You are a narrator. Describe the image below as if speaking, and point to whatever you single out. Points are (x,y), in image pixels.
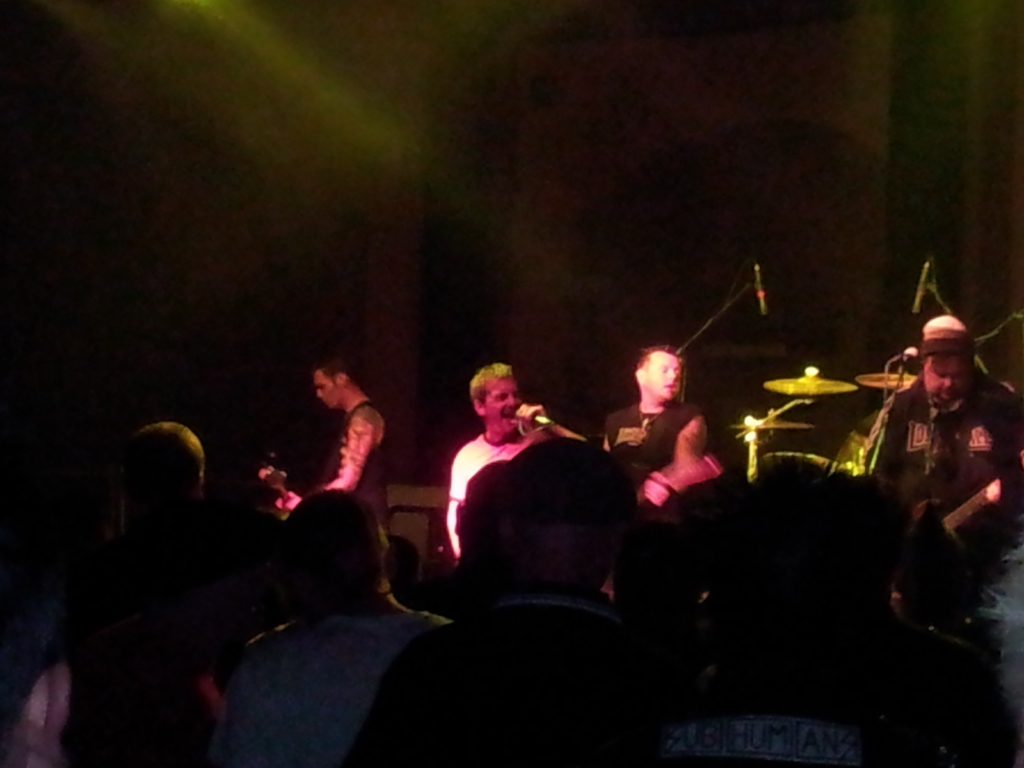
This picture is taken inside the room (242,429). In this image, in the middle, we can see a group of people (338,510). In the background (932,413), we can see four people (962,419) are standing and one of them singing in front of the microphone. On the right side (753,455), we can also see musical instrument (910,385). On the left side (284,509), we can see a person (324,371) playing a guitar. In the background (418,104), we can also see black color.
